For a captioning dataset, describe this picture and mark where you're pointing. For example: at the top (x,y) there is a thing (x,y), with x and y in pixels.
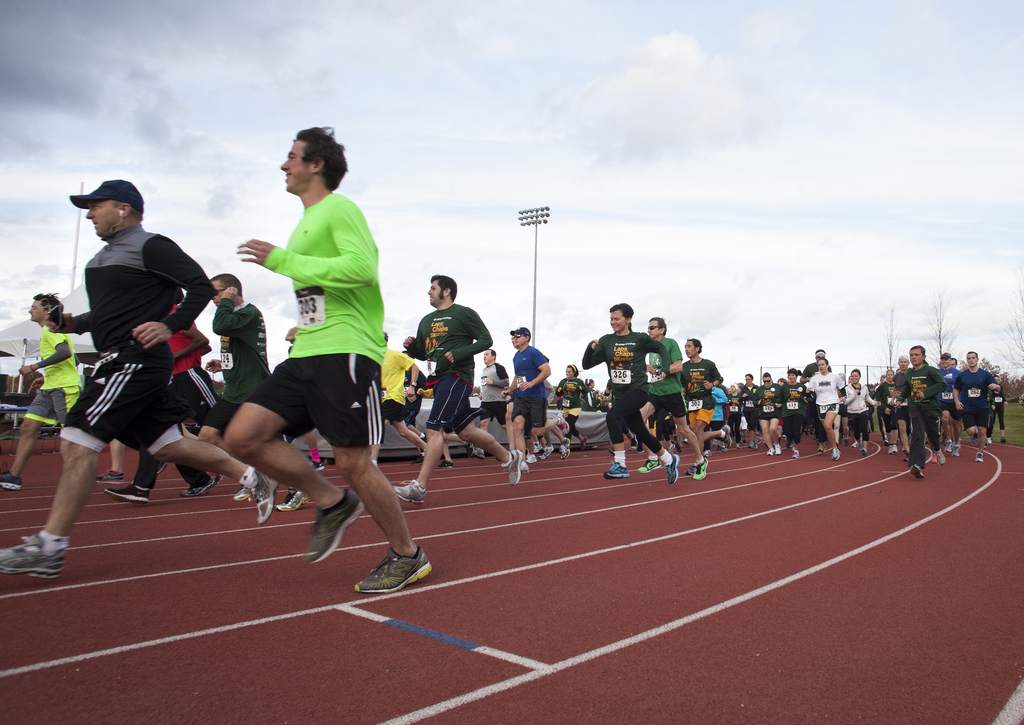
In this image, there are many people (856,435). We can see the ground (843,449) and a white colored object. We can see some poles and trees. We can also see the sky (760,3) with clouds (878,267). We can also see a tent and some grass (1019,414).
